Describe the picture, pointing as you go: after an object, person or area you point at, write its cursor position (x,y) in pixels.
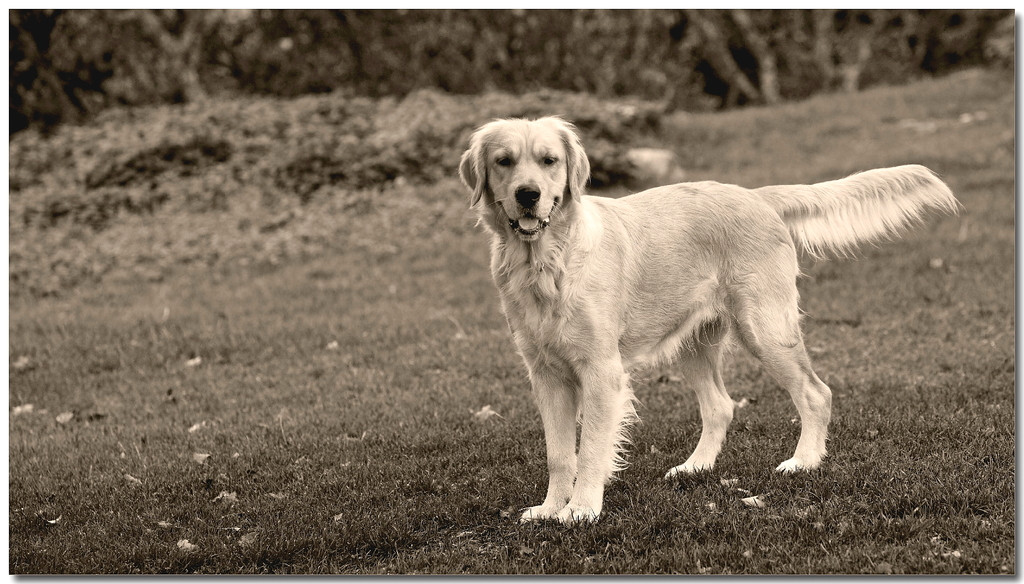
In this image in the front (658,295) there is a dog (688,306). In the background (542,53) there are trees (372,57) and plants (344,146) and there are dry leaves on the ground (106,416).
